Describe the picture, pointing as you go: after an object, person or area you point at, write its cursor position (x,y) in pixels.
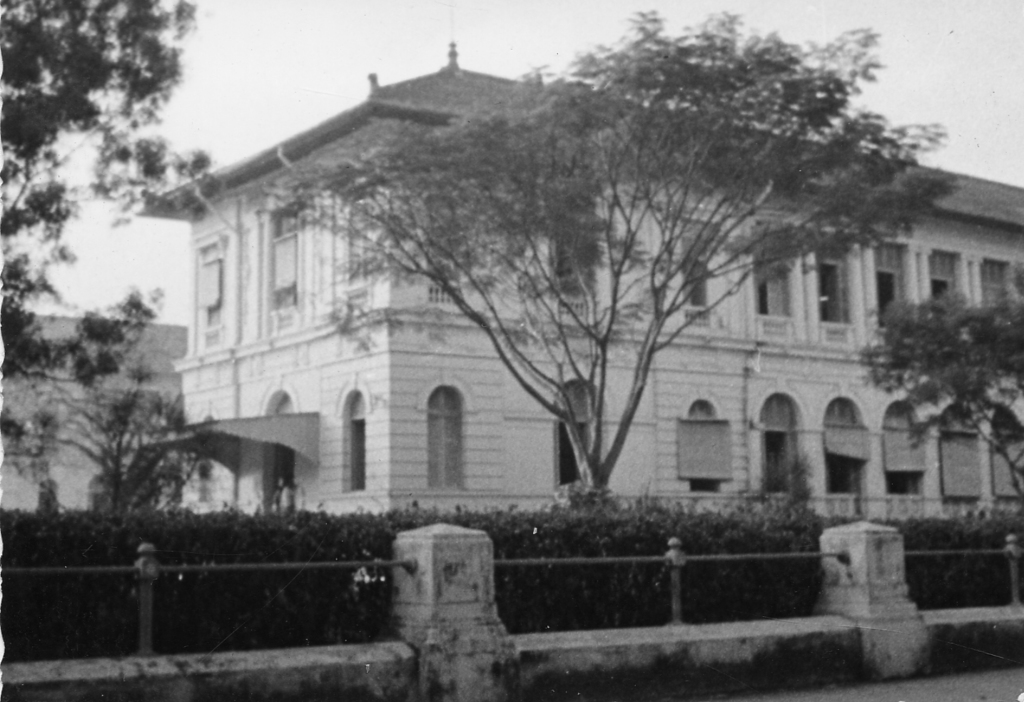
It is a black and white image. In this image we can see the building (400,385), trees (558,228) and also shrubs (662,542). We can also see the barrier (750,554). Sky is also visible.
